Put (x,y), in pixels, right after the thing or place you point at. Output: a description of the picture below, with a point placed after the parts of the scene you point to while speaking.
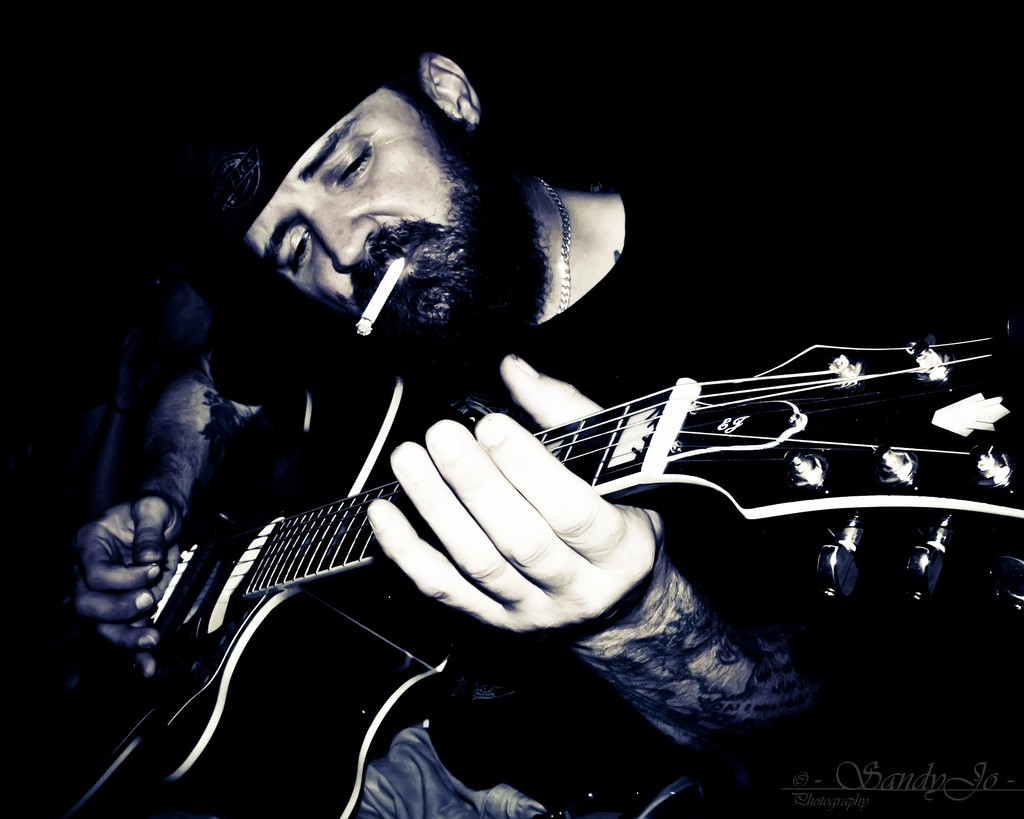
A man (278,272) is playing a guitar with a cigarette (370,310) in his mouth (415,286).
